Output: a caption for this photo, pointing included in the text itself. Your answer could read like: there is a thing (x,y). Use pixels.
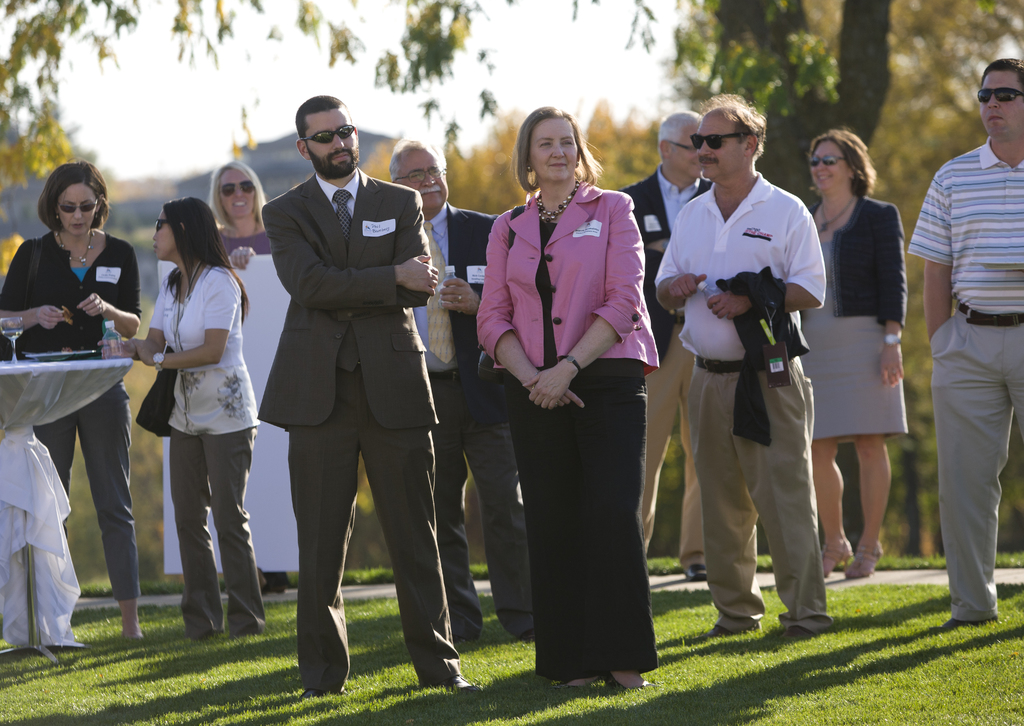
This picture describes about group of people (540,388), they are all standing on the grass (894,592), and few people (429,162) wore spectacles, on the left side of the image (2,461) we can see a glass (8,338) and other things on the table (43,495), in the background (12,240) we can see few trees (38,122) and buildings (283,148).
